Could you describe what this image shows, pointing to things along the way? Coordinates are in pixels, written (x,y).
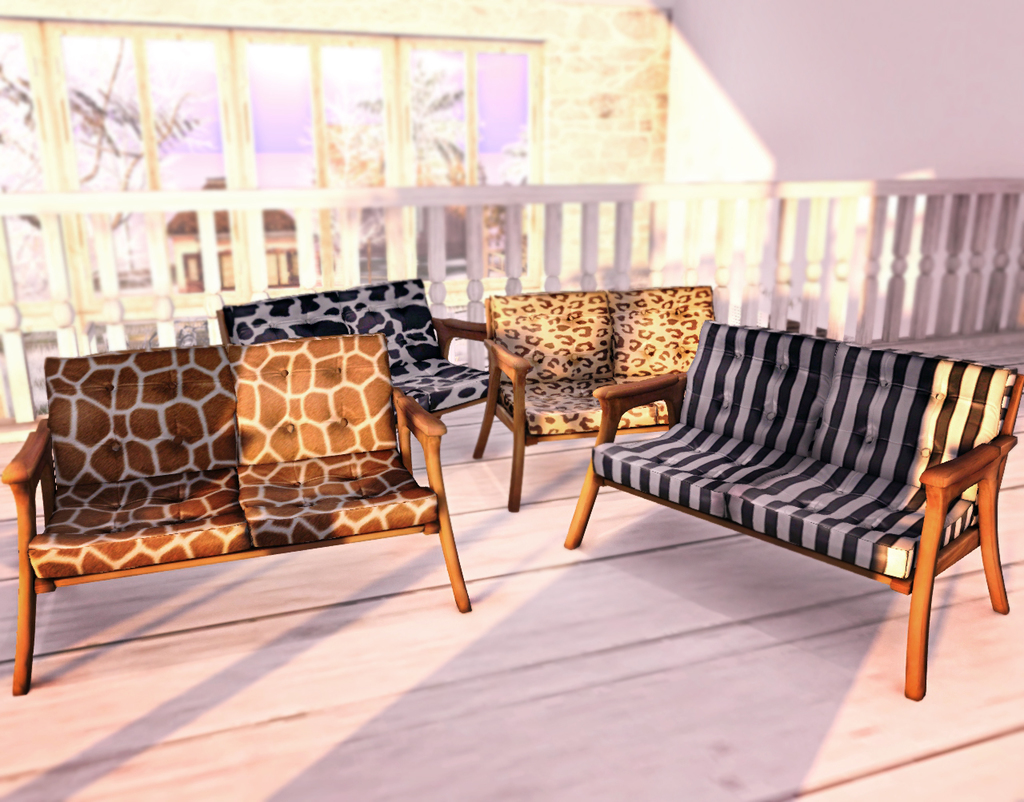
In this image I can see wooden sofas (391,451). In the background (525,218) I can see white color fence (437,232), a frame (240,150) glass wall (298,105) and white color wall (872,104).
